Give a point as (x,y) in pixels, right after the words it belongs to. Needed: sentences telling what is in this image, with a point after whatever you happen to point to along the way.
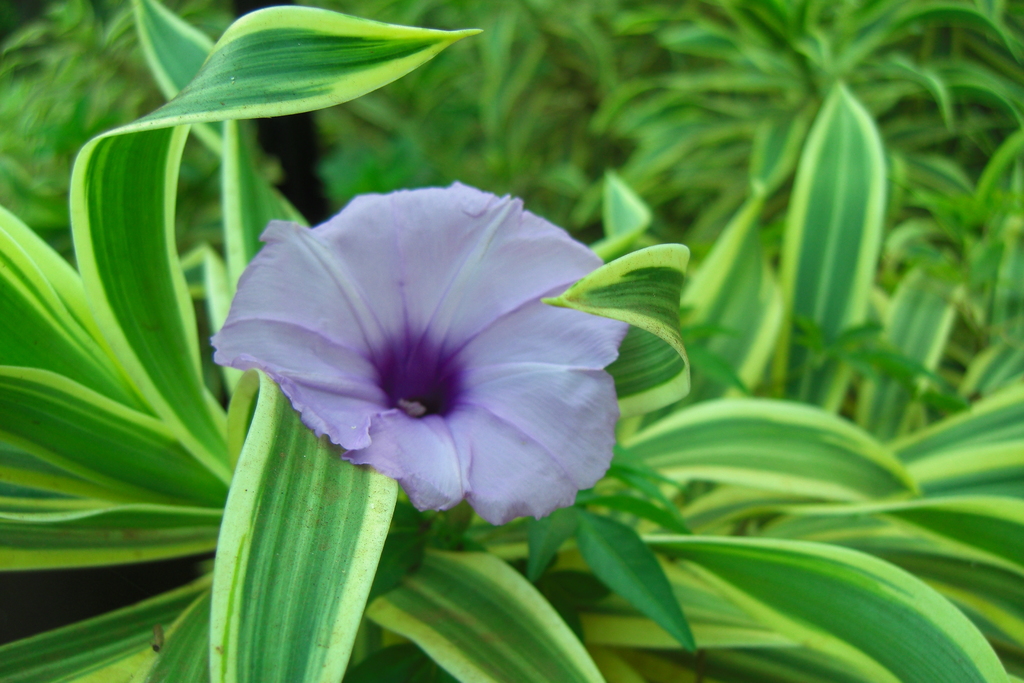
We can see flower (408,235) and green leaves (836,52).
